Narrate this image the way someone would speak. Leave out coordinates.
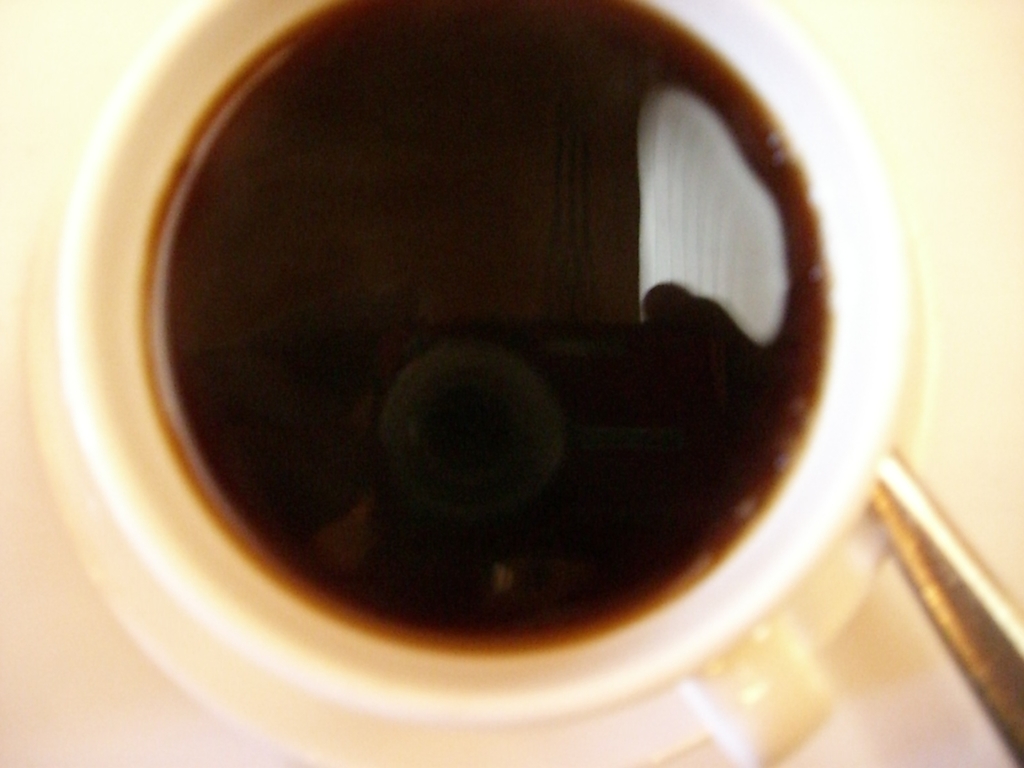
In this picture we can see a cup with coffee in it.
